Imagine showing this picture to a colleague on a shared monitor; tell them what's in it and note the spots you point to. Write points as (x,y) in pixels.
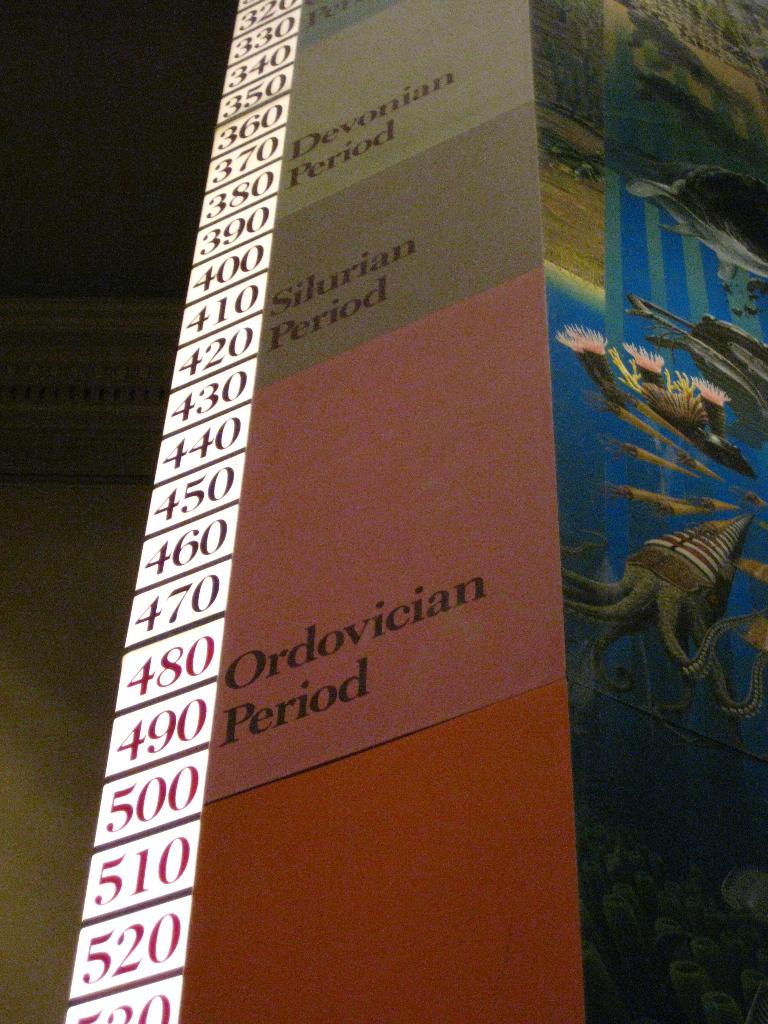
In this image I can see a board (291,882) in orange, pink and gray color and something written on it. I can also see few numbers (154,857) on it.
